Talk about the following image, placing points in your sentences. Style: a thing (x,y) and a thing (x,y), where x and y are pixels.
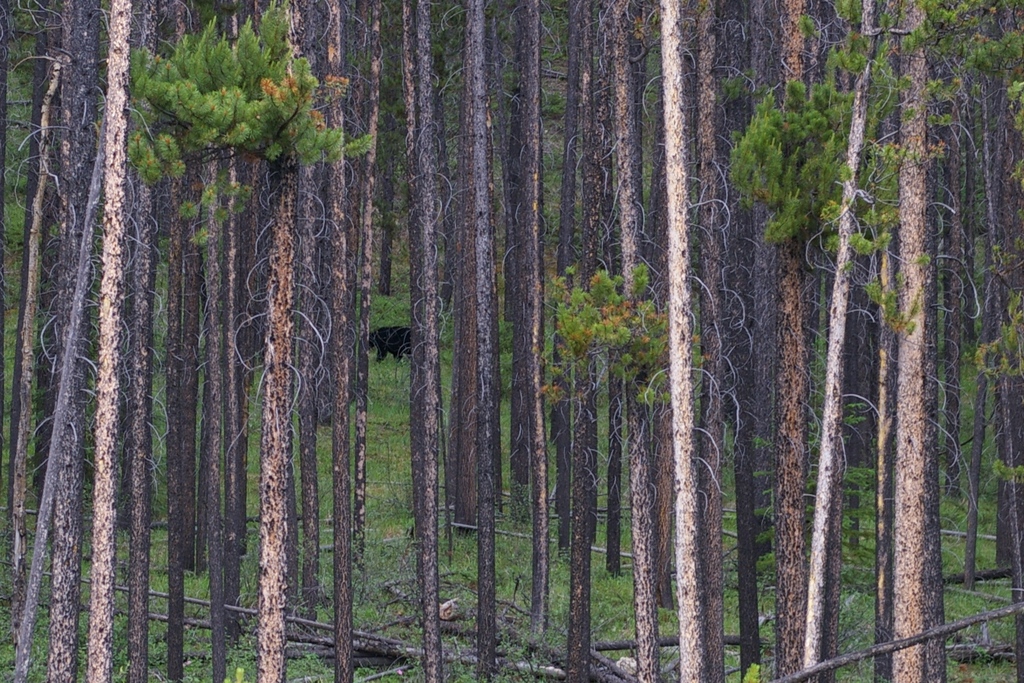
In this image there are trees (351,278). There is an animal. At the bottom of the image (159,670) there are wooden logs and grass (387,543) on the surface (388,512).
